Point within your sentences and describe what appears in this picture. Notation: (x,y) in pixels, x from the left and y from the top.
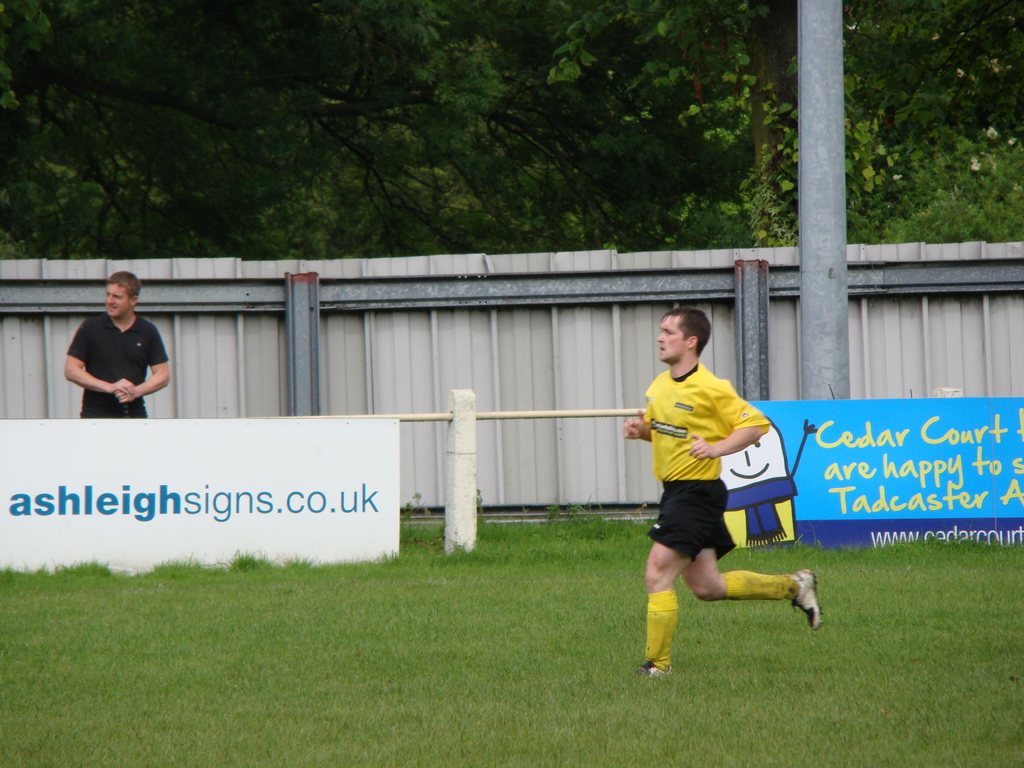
In the foreground of the picture (674,510) there is a person (679,530) running in the ground (600,660). In the foreground (282,621) there is grass (215,719). In the center of the picture (377,487) there are banners (397,487), pole (830,360), railing (472,454), a person (118,333) and a wall (455,320). In the background (515,94) there are trees (729,98).
